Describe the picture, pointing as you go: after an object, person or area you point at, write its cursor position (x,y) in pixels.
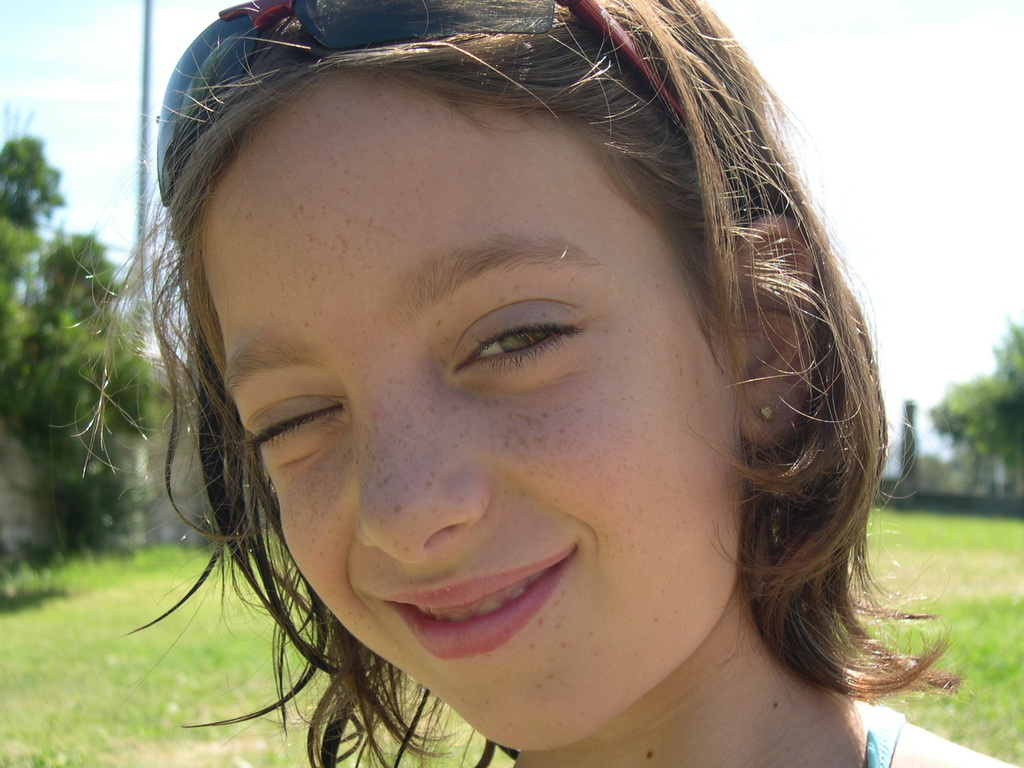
In this image in the foreground (617,462) there is one woman (645,541), and in the background (21,462) there are some trees (960,402), wall (147,453) and at the bottom (227,619) there is grass (952,557).
